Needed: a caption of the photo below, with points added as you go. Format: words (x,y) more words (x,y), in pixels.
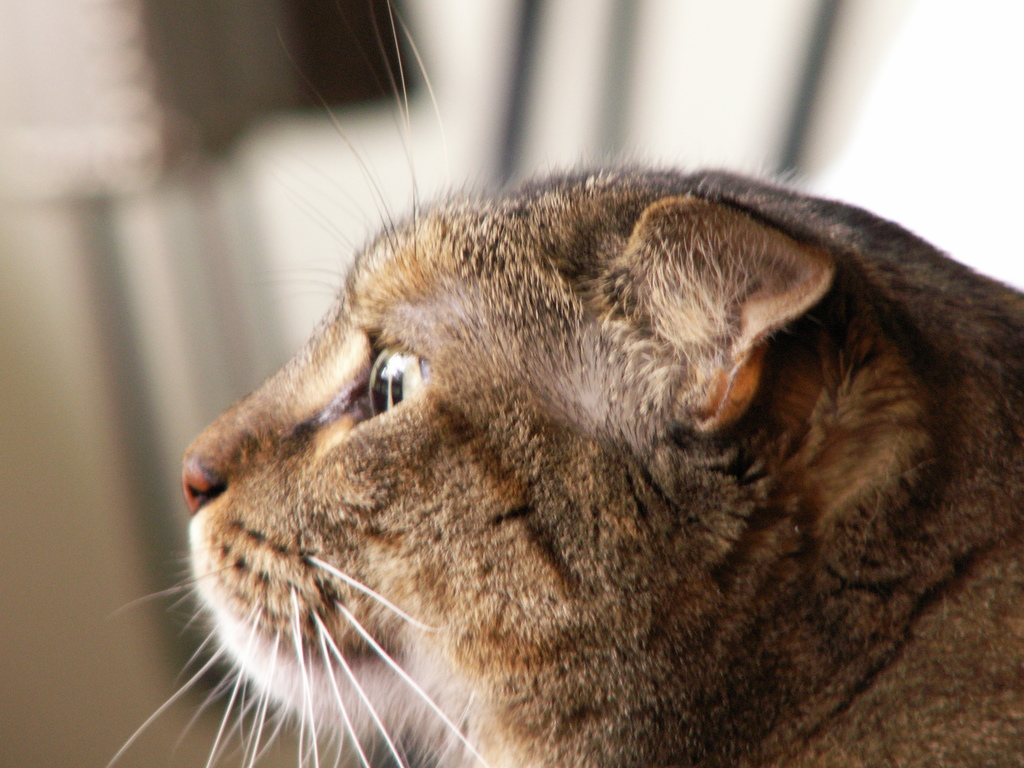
In this image I can see an animal (787,497) in brown and black color. Background (353,25) is blurred.
